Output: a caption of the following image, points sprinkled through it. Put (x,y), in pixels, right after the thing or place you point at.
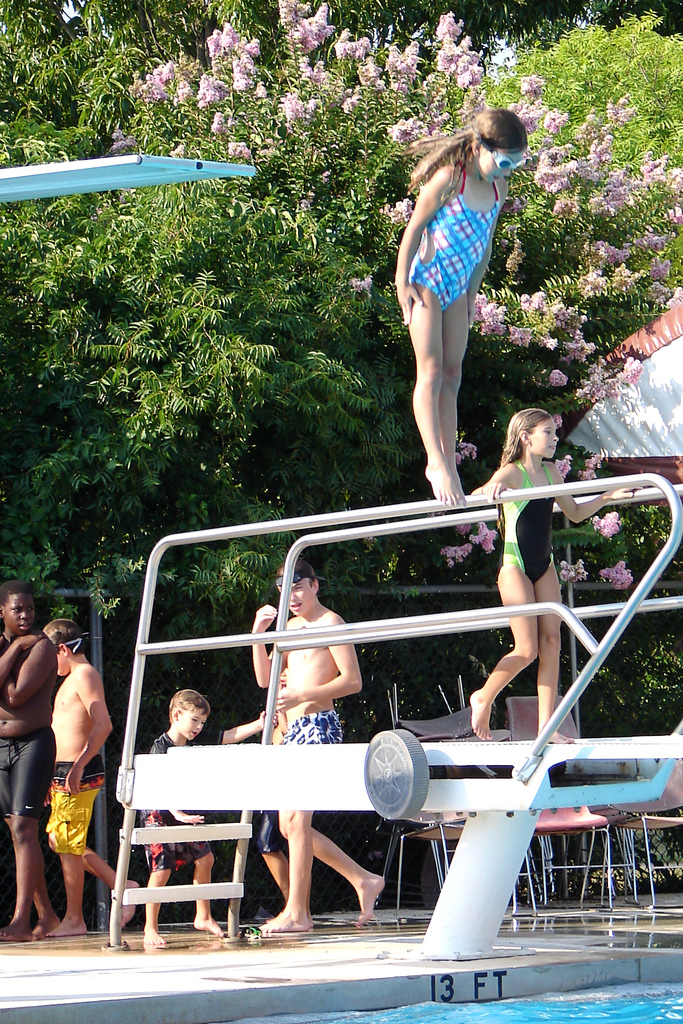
In this picture we can see water (600,996) at the bottom (599,1007), there are some people (79,702) here, we can see trees (308,288) and flowers (403,94) in the background (467,111).
